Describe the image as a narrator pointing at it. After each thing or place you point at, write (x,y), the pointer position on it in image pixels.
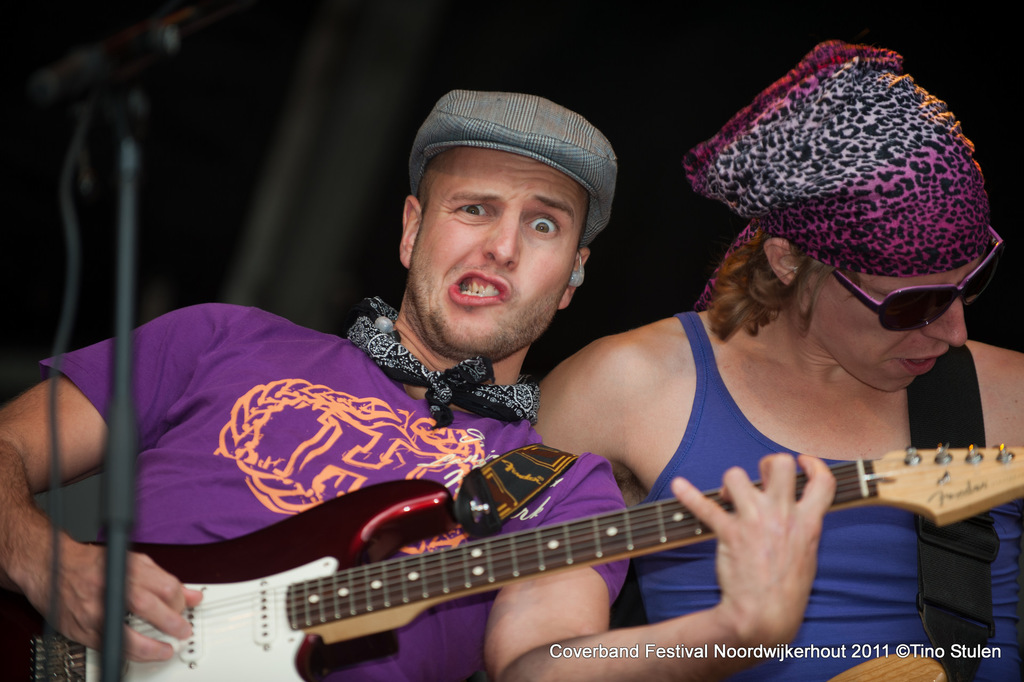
there are two persons (642,338) one person (457,452) is playing guitar (367,536).
